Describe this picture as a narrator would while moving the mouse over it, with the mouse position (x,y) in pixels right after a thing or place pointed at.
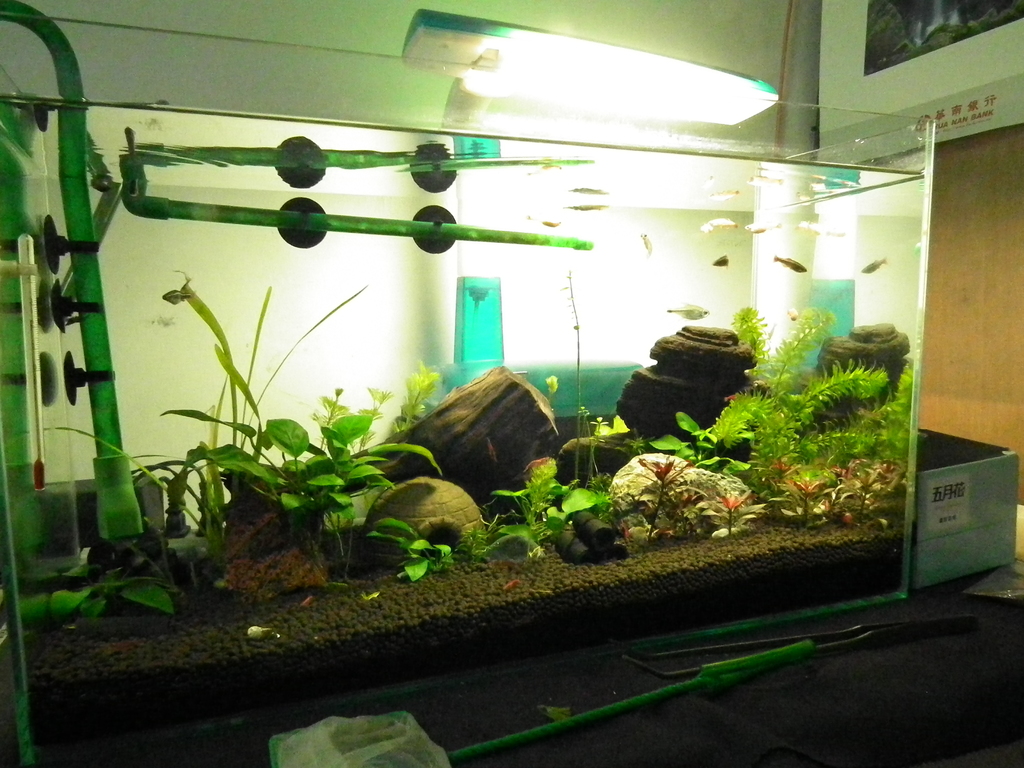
In this image we can see an aquarium (518,441). In the aquarium (147,485) we can see a few plants (710,438), fishes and some objects (469,427). On the left side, we can see a pipe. At the top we can see a light (625,106). On the right side (940,51) there is a poster (918,54) on the wall (962,395). At the bottom (534,710) we can see few objects (639,698) on a surface (633,712).
